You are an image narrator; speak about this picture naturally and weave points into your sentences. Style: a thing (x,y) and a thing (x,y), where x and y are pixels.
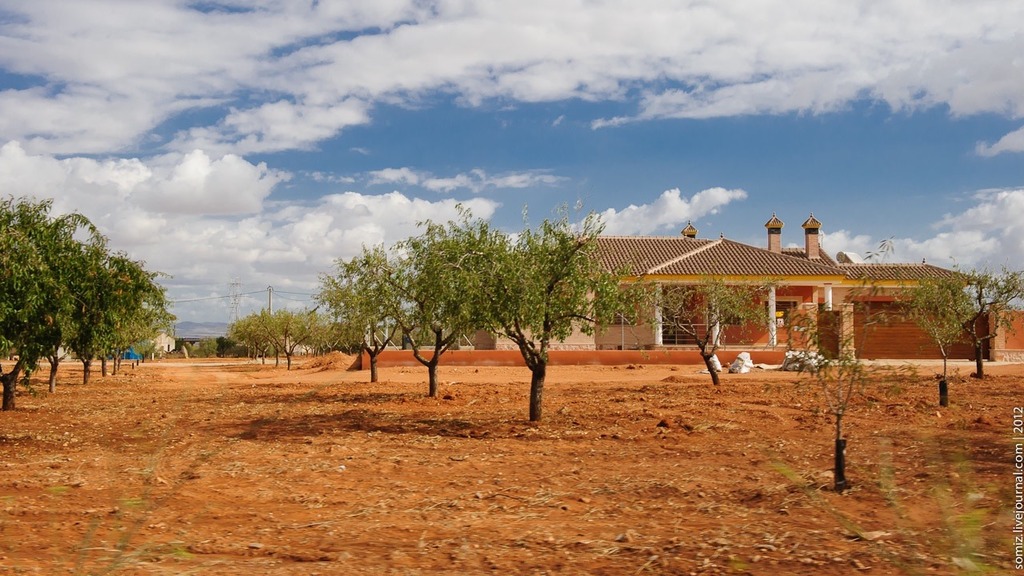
In this image I can see the ground (494,512), few trees (463,303), a house (677,335) and few poles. In the background (318,133) I can see the sky (352,154).
